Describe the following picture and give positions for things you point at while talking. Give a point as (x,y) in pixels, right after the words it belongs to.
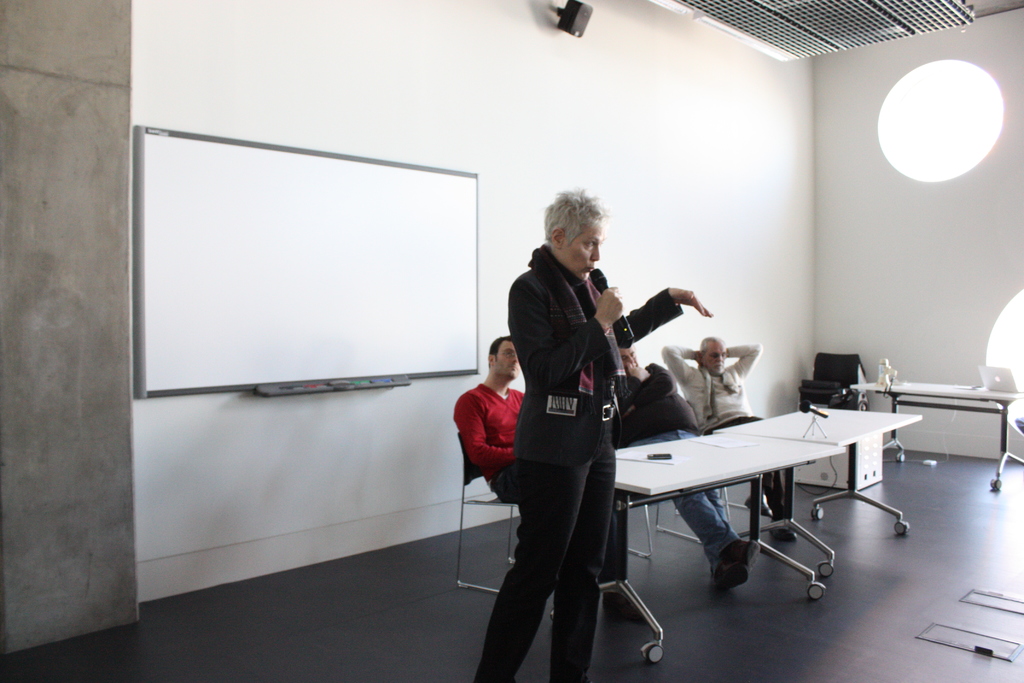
A woman (586,322) speaking with a mic (599,279) in her hand (599,317). There are three men (492,408) sitting at a table (743,435) behind her.
